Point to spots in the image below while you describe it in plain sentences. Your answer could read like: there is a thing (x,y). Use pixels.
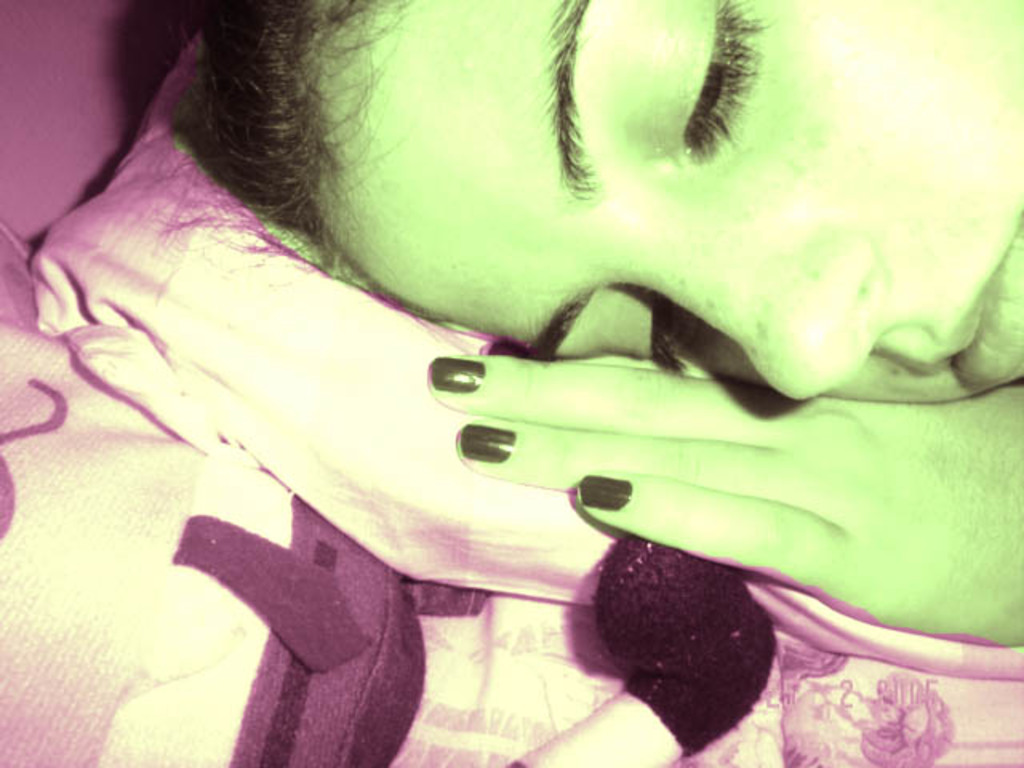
In this image I can see a person's head (641,232) on a pillow (335,330) which is placed on the bed (261,628). I can see a black color nail polish (487,454) to her nails (604,496) and the bed sheet (185,646) is in white color.
